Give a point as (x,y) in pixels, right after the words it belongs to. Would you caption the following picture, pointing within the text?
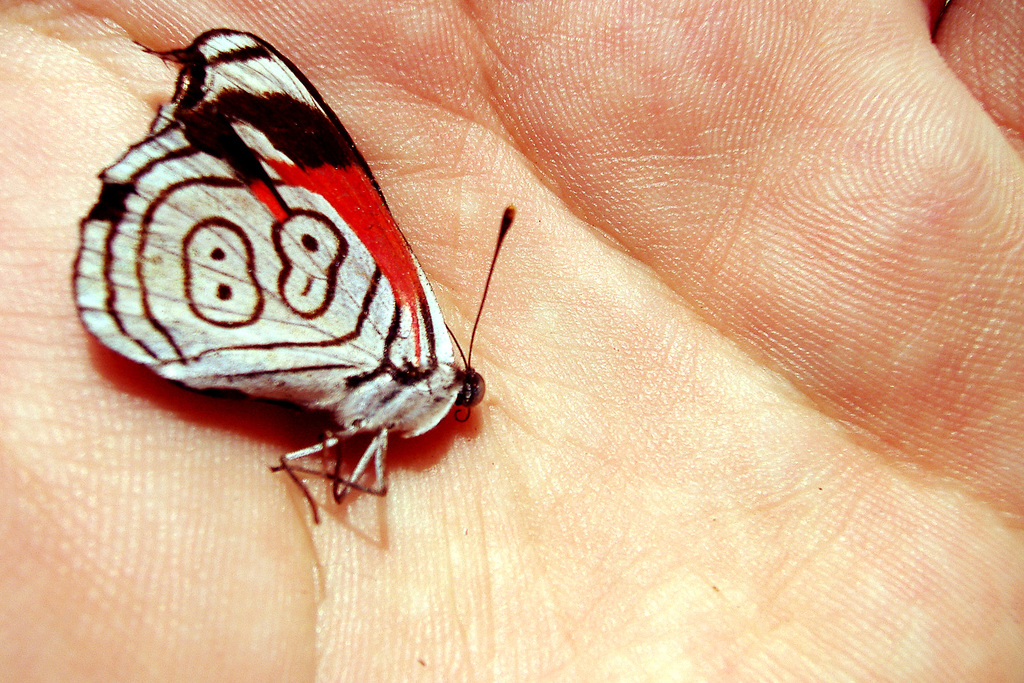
Here in this picture we can see a butterfly (295,236) present in a person's hand (479,70) over there.
